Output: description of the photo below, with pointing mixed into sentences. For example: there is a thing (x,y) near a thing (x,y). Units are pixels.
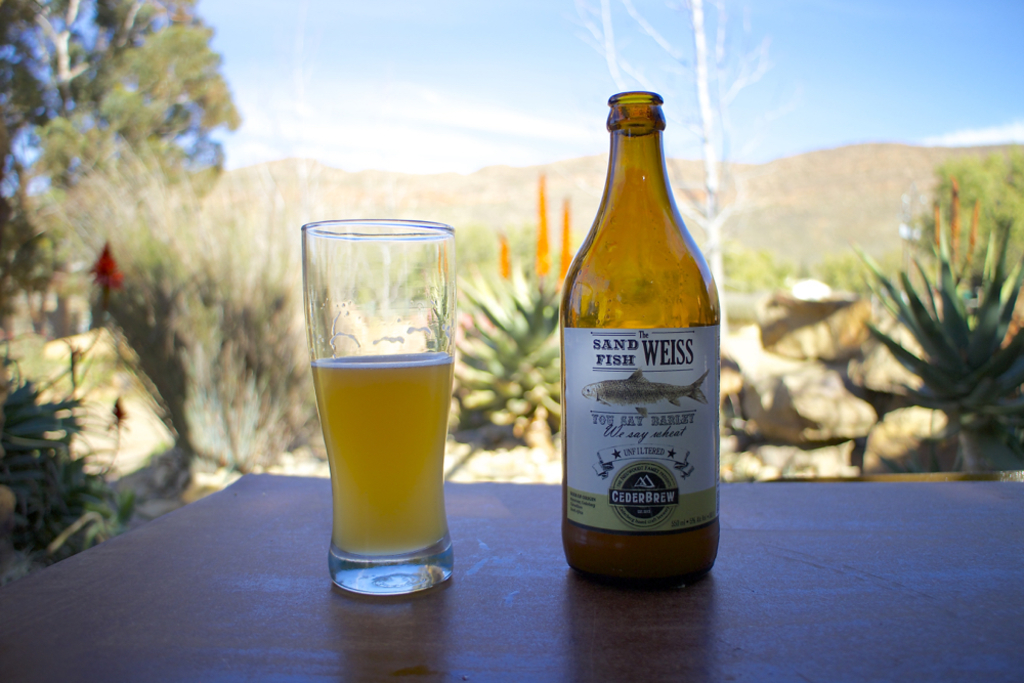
This is a table (557,604) where a bottle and a glass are kept on it. Here we can see a tree (18,13) which is on the left side (203,176).
